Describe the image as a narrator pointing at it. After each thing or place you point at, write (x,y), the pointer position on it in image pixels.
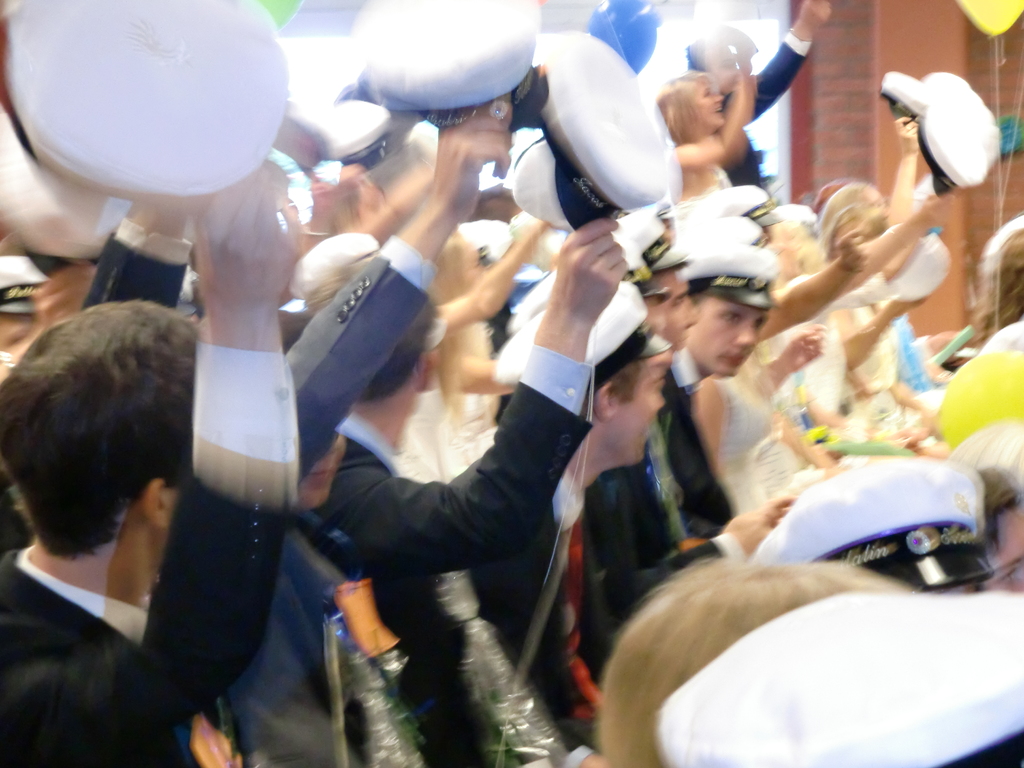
In this image I can see group of people (545,437). Also there are hats (723,224) and in the top right corner (974,10) there is a balloon (1003,15).
